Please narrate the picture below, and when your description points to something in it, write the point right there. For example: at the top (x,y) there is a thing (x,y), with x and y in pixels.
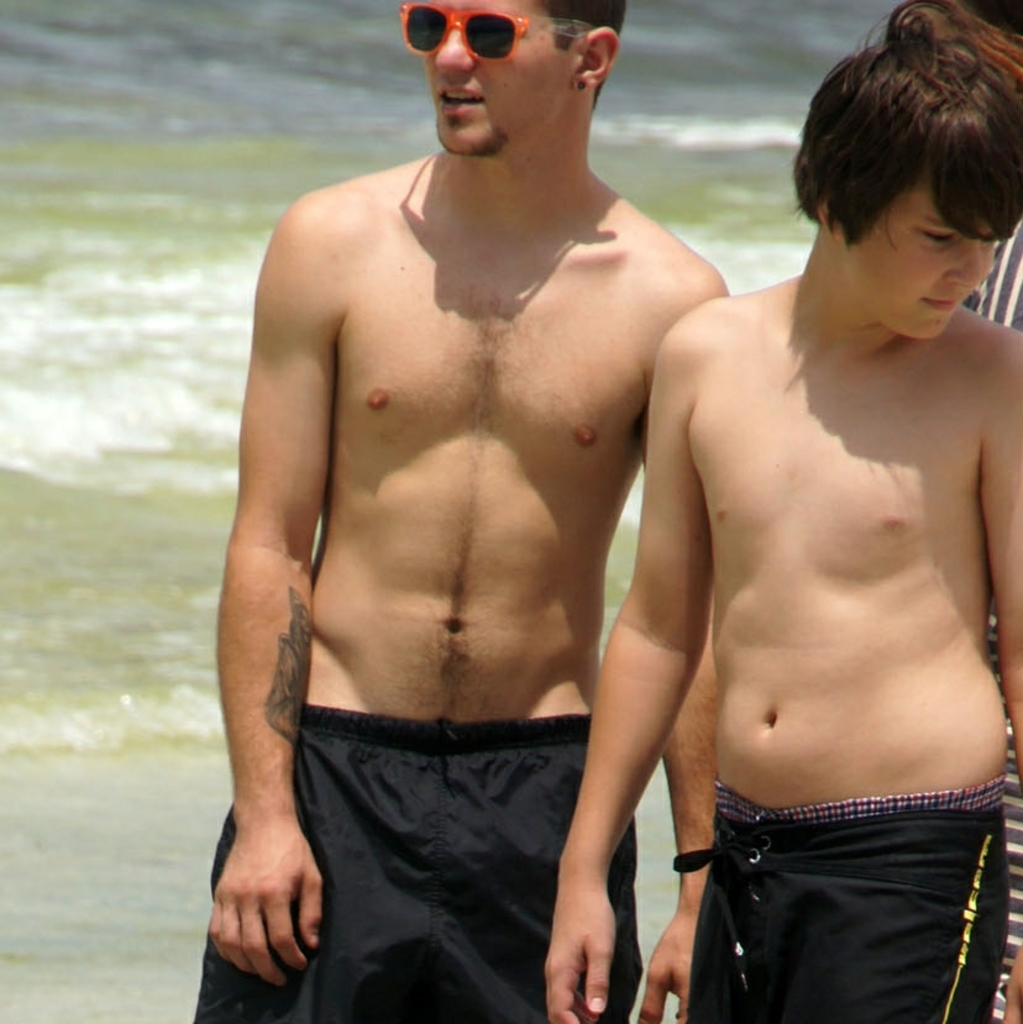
In the picture I can see two persons (714,511) standing without shirts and there is another person (990,298) behind them and there is water (312,104) in the background (312,104).
